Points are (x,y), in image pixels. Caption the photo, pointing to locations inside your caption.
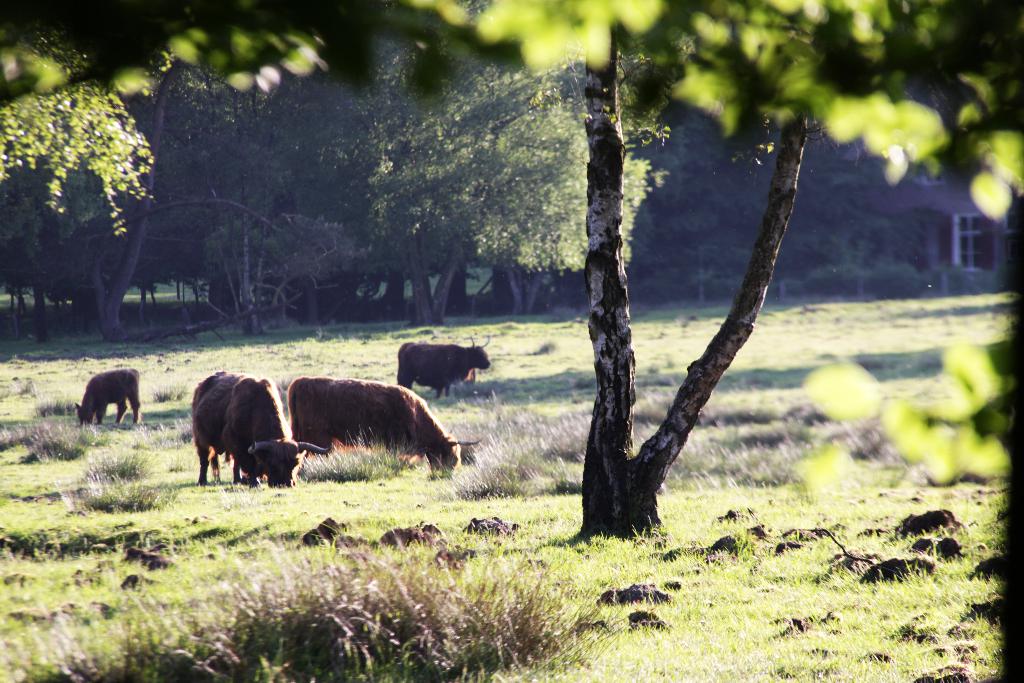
In this image we can see some animals (220,405) on the ground (492,506), there are some plants (587,632), trees (605,404), stones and grass (580,396).
